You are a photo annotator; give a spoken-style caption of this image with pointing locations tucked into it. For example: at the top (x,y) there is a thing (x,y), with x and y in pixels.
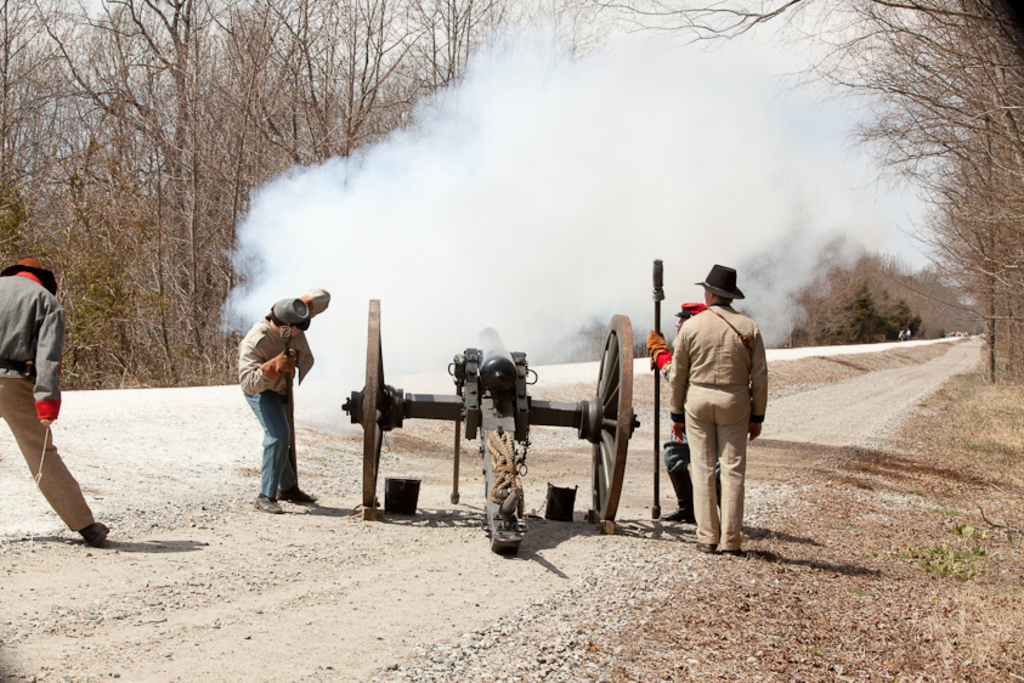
There is a cannon (388,403). Some people (23,383) are standing near to that, wearing gloves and hat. Some are holding something in the hand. In the back (513,168) there is smoke (552,155) and trees (208,103).
